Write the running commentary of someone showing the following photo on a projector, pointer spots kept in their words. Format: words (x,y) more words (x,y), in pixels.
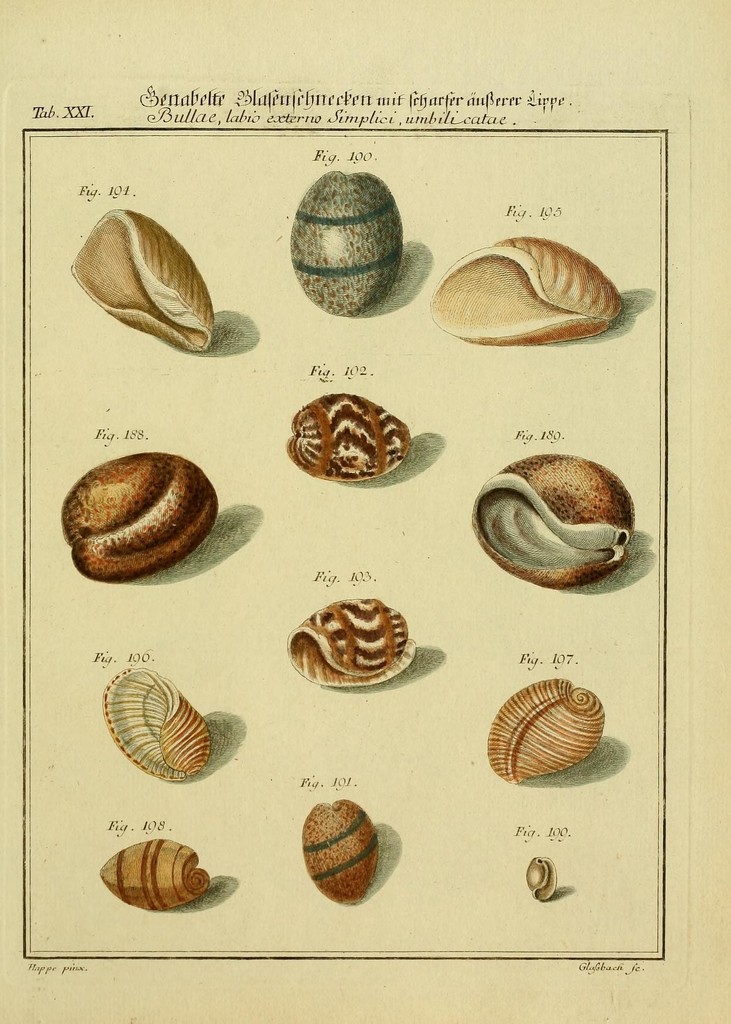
Here I can see the images of different types of shells (71,513) on a white paper (375,146). At the top (263,110) there is some text (436,104).
